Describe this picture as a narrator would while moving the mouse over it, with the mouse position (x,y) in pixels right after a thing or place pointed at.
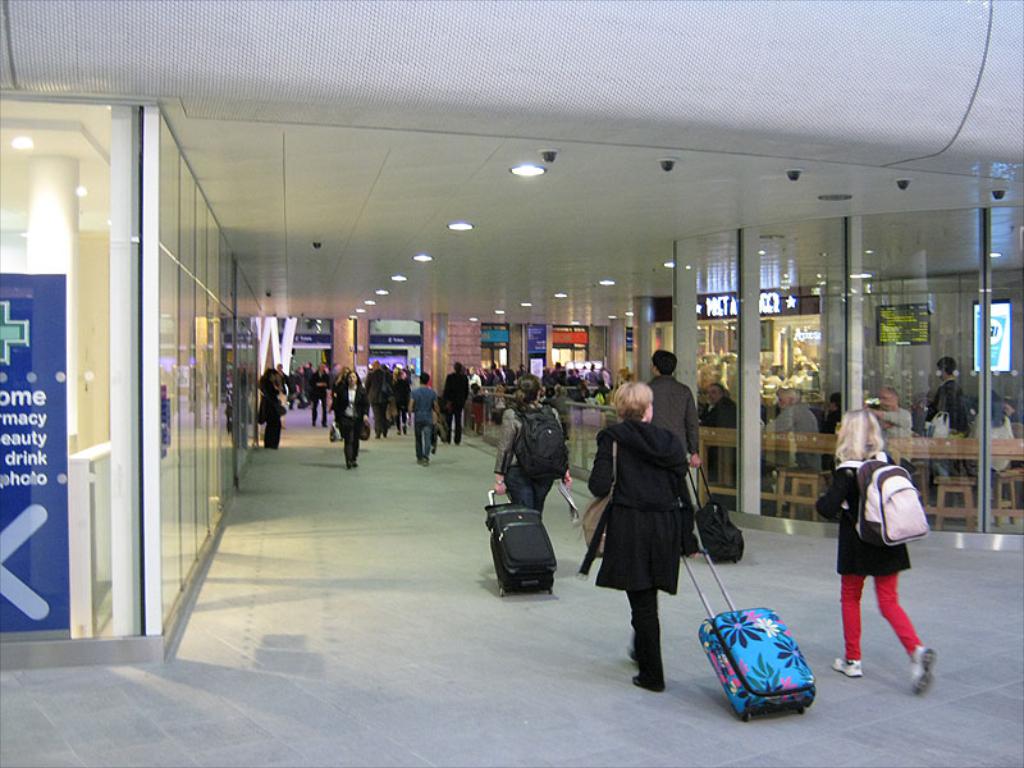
In this image, there are group of people (879,450) walking on the floor (453,548) while carrying a travel bag (545,562) and handbags (919,517) in their hand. In the right middle (797,421), a group of people (944,377) sitting on the chair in front of the table (787,442). A roof top (773,66) is white in color on which light (428,257) is mounted. In the left (27,234) a board (35,279) is there and a pillar (58,269) of white in color is visible. It looks as if the image is taken inside a platform (325,607) or in an airport place (923,334).
